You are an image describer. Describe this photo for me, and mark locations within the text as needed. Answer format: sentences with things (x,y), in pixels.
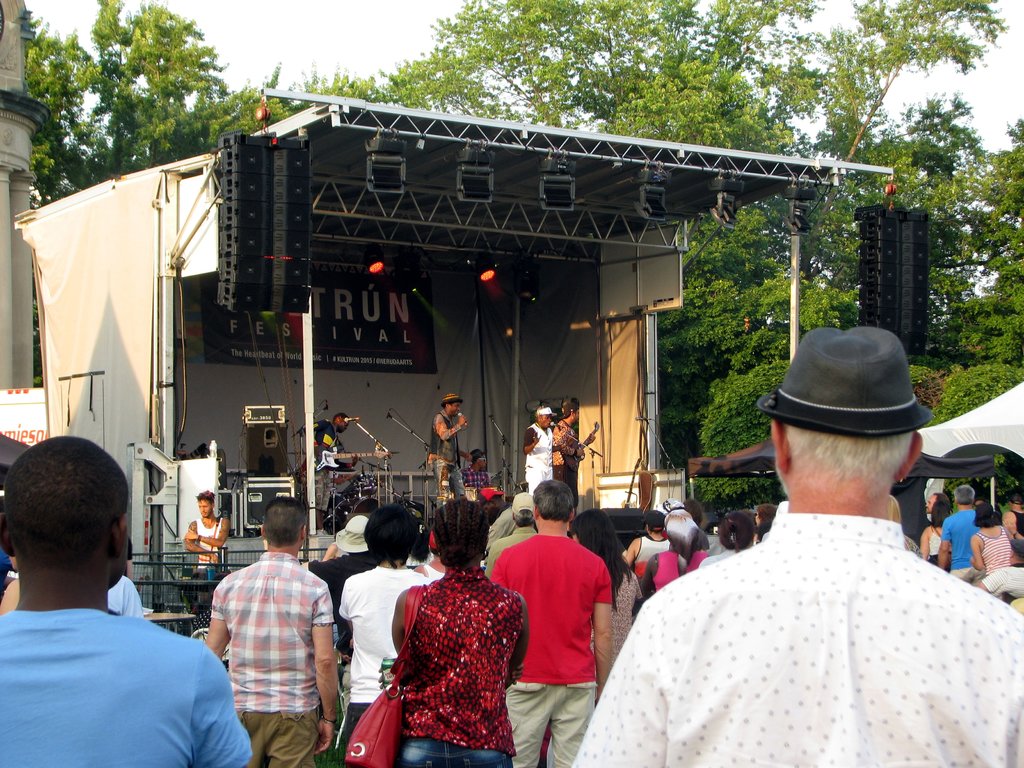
In this image we can see many people (618,649). There is a sky (336,23) in the image. There is a tree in the image. There is a building (30,308) and a vehicle (23,423) in the image. There are few people (318,478) on the stage (317,465). There is a banner (373,343) and few objects (905,276) on the stage (310,337). There are few people (542,434) are playing musical instruments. A person (893,408) is wearing a hat (891,375). A lady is carrying a handbag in the image.
